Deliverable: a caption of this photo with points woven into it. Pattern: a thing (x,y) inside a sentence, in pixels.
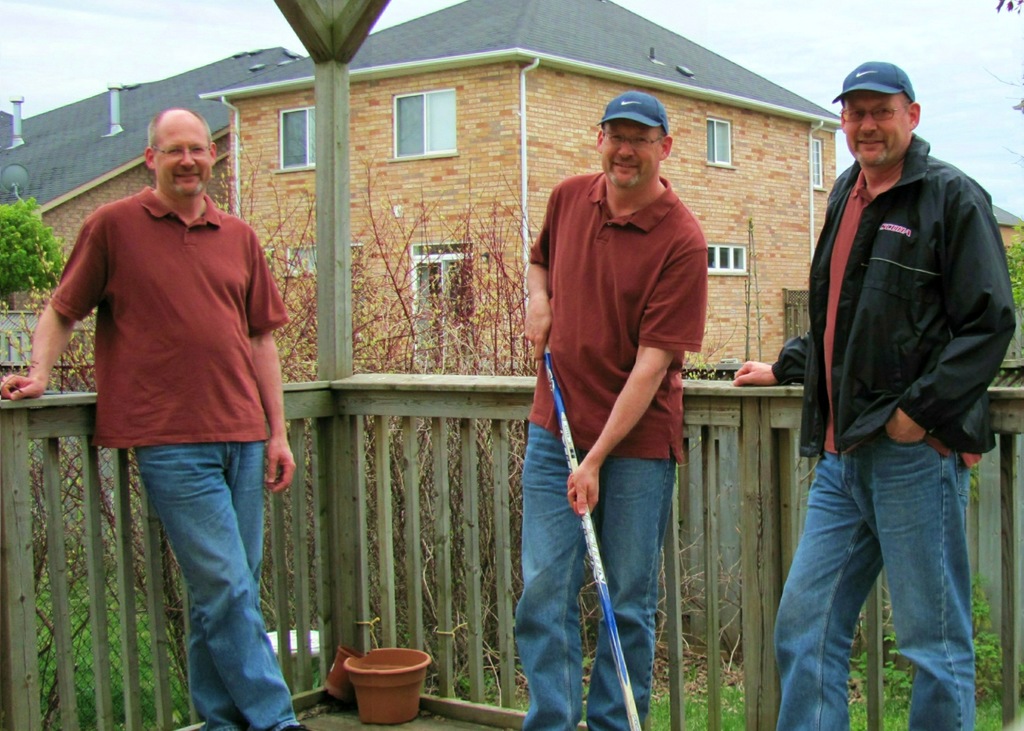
In the image few people (177,358) are standing. Behind them there is fencing (1009,438). Behind the fencing (59,587) there is grass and trees (53,239). At the top of the image (67,239) there are some buildings (457,187). Behind the buildings (511,63) there are some clouds (953,63) and sky (135,39).
